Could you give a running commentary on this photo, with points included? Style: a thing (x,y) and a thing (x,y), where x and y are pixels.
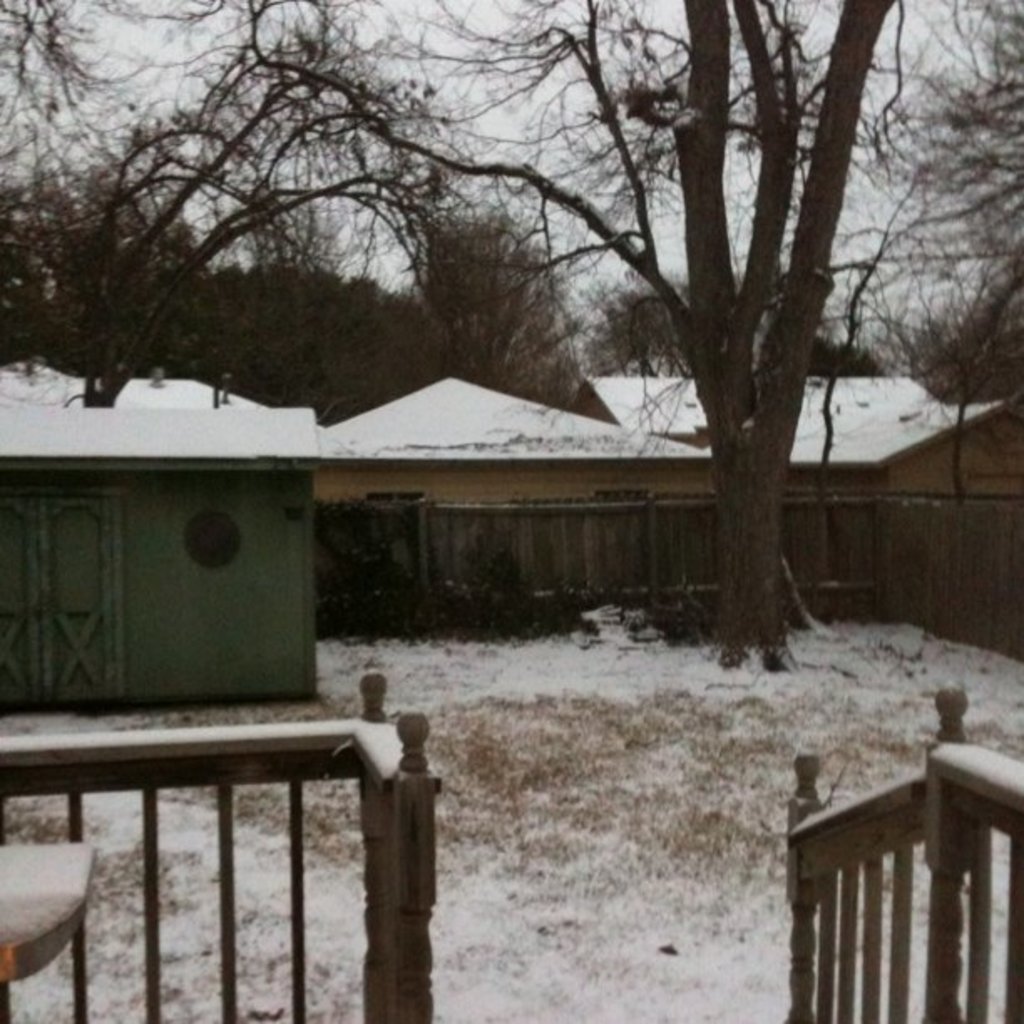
In this Image I can see few houses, trees (761,304), fencing (933,554) and the snow (254,916). The sky (595,180) is in white color.
